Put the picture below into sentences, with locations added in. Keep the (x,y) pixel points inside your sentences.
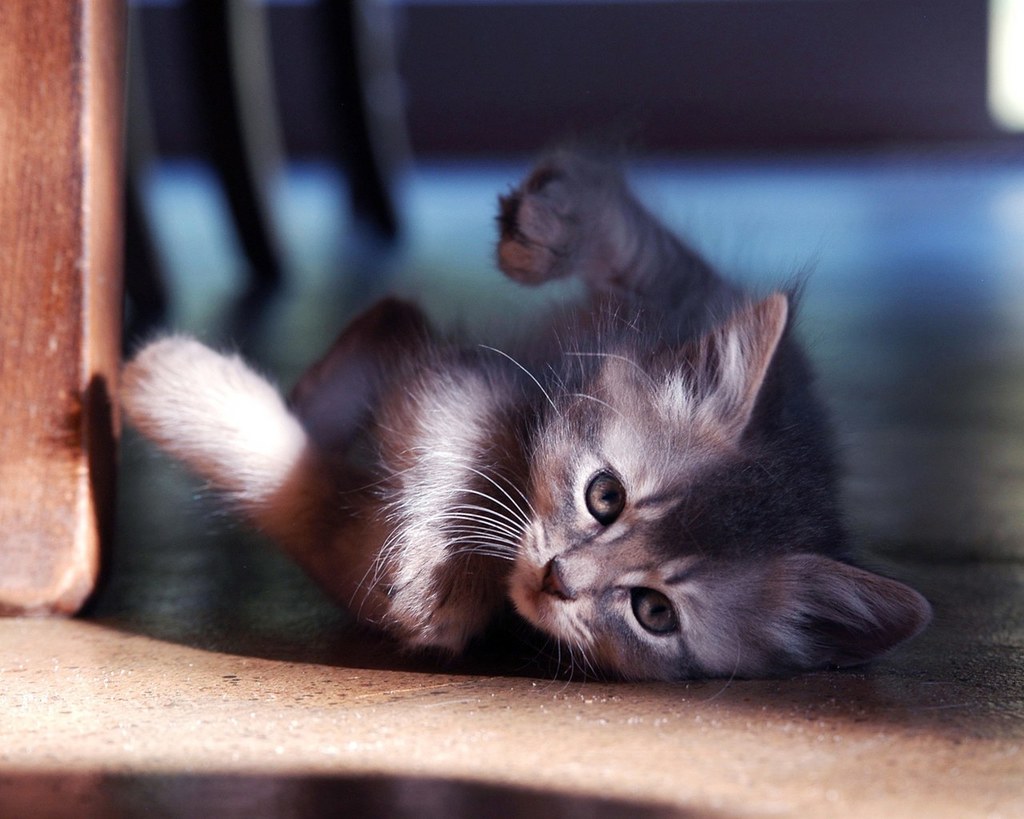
In this picture we can observe a cat (482,555) laying on the floor (868,553). Beside the cat (716,482) there is a leg (33,266) of the furniture (46,247). The cat (572,446) is in white and black color. In the background (435,91) it is completely blurred.
